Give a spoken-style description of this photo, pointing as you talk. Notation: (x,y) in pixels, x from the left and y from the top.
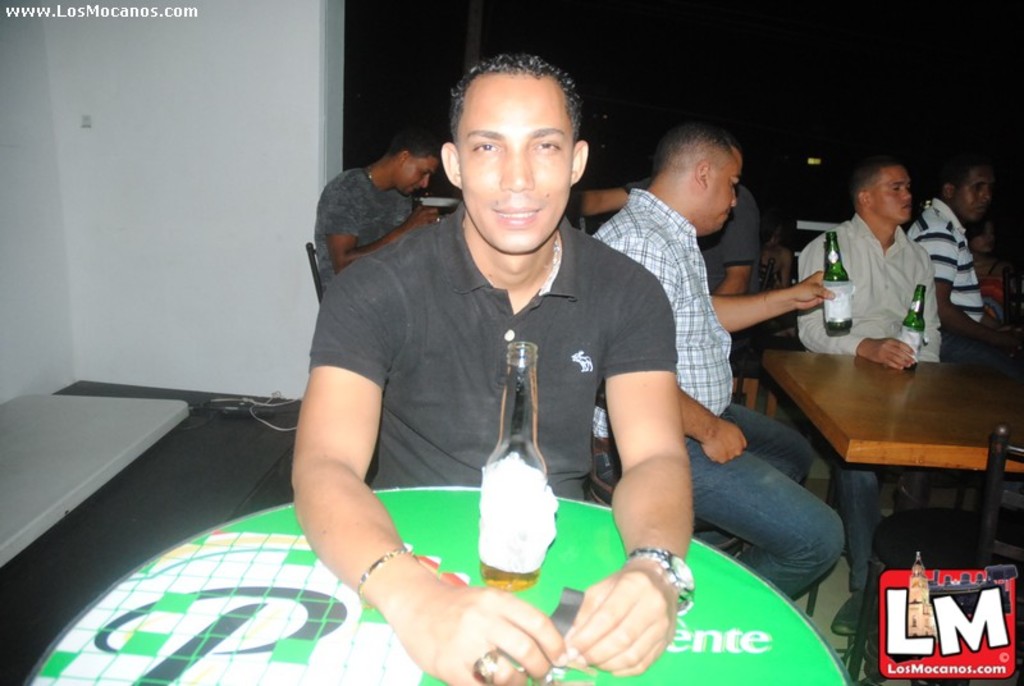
In this picture we can see a people (470,396) are sitting on a chairs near to a table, one man (422,275) is sitting on a chair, near to the table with a bottle of beer (518,392), he is wearing a black T-shirt (409,279) with a wrist watch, just beside him there is a white color wall (226,347) with black color floor mat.
